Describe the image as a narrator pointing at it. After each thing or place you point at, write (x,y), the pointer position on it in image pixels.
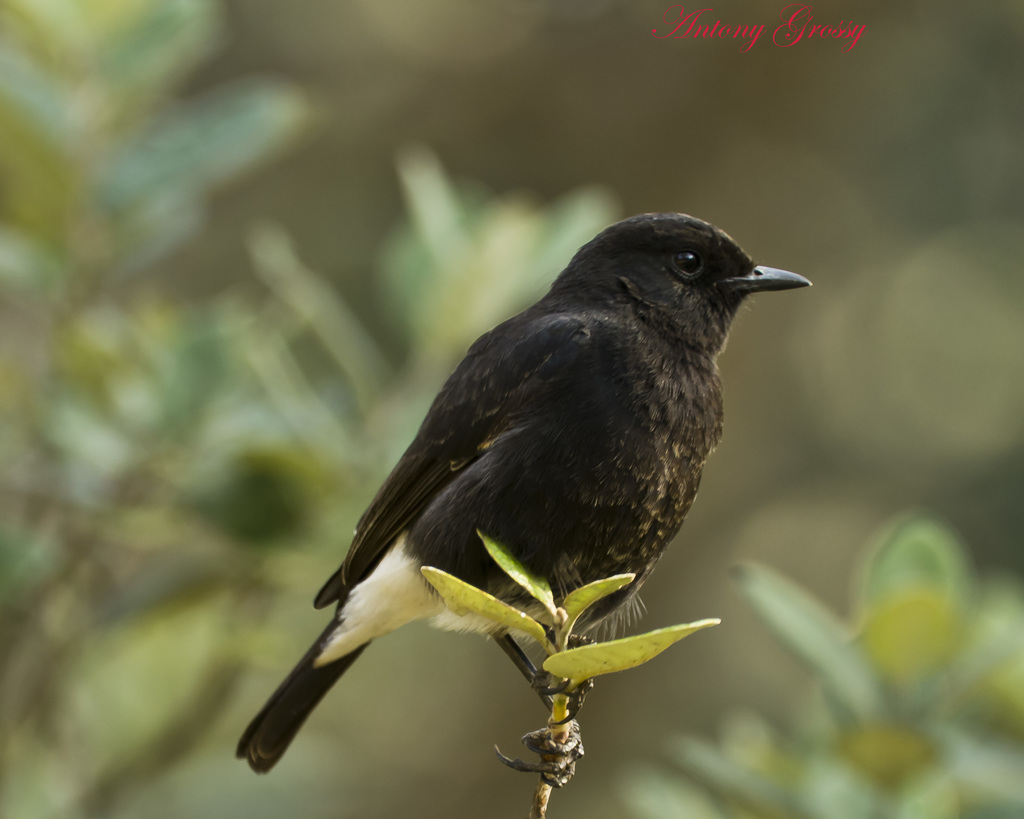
In this image we can see a black color bird (610,450) and the background (856,684) is blurry with some leaves (326,397). At the top (718,35) there is a red color text (847,29).
